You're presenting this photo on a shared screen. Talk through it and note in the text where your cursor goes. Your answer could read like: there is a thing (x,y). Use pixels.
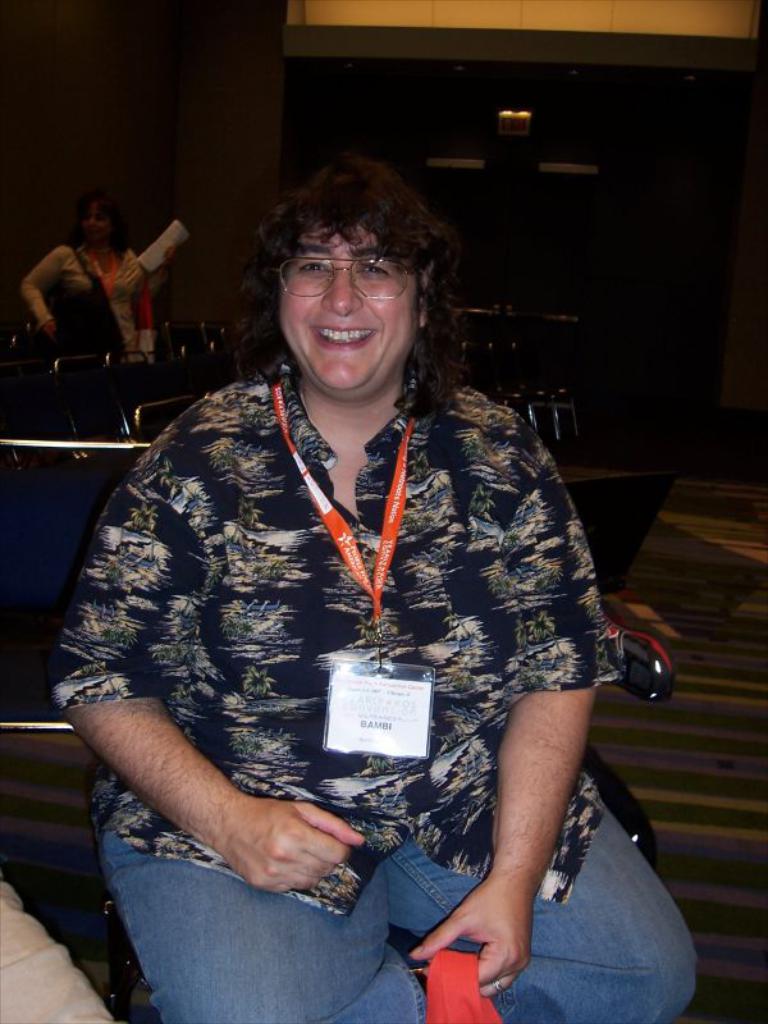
In this image, I can see a person (373,802) sitting and smiling. Behind the person (192,555), there are empty chairs (152,371) and another person (68,244) standing. In the background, I can see an exit board (522,117).
